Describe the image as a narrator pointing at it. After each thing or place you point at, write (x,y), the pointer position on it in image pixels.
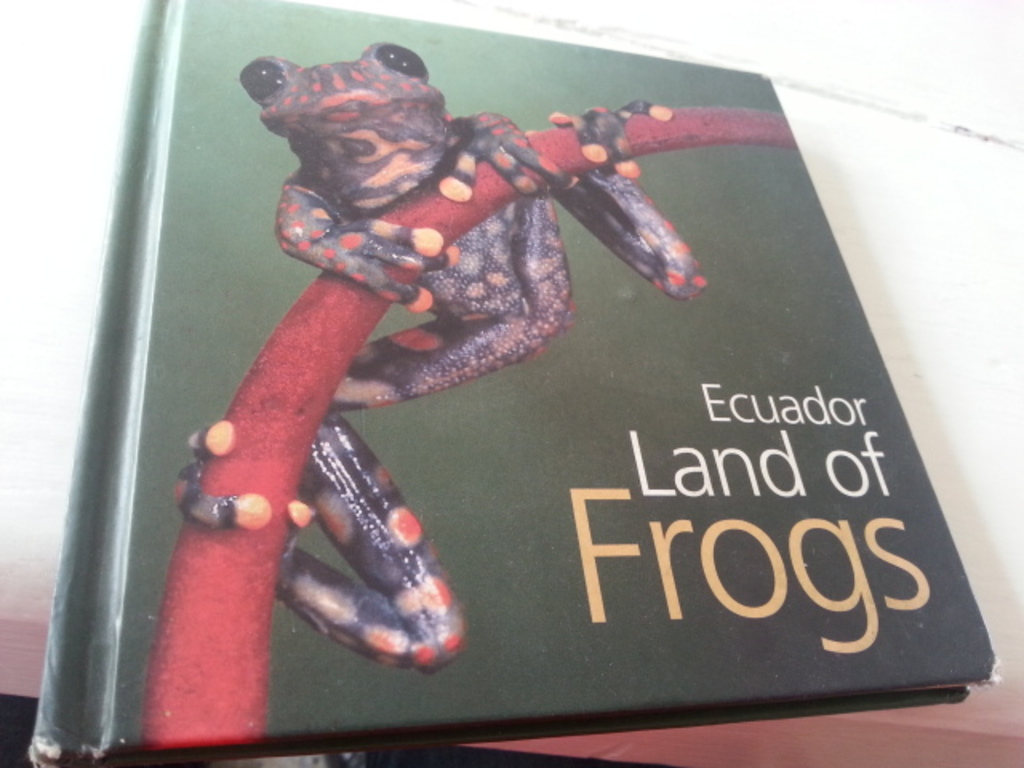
The picture consists of a book (260,278), on the book (472,423) we can see frog (382,533) and text (609,497).
